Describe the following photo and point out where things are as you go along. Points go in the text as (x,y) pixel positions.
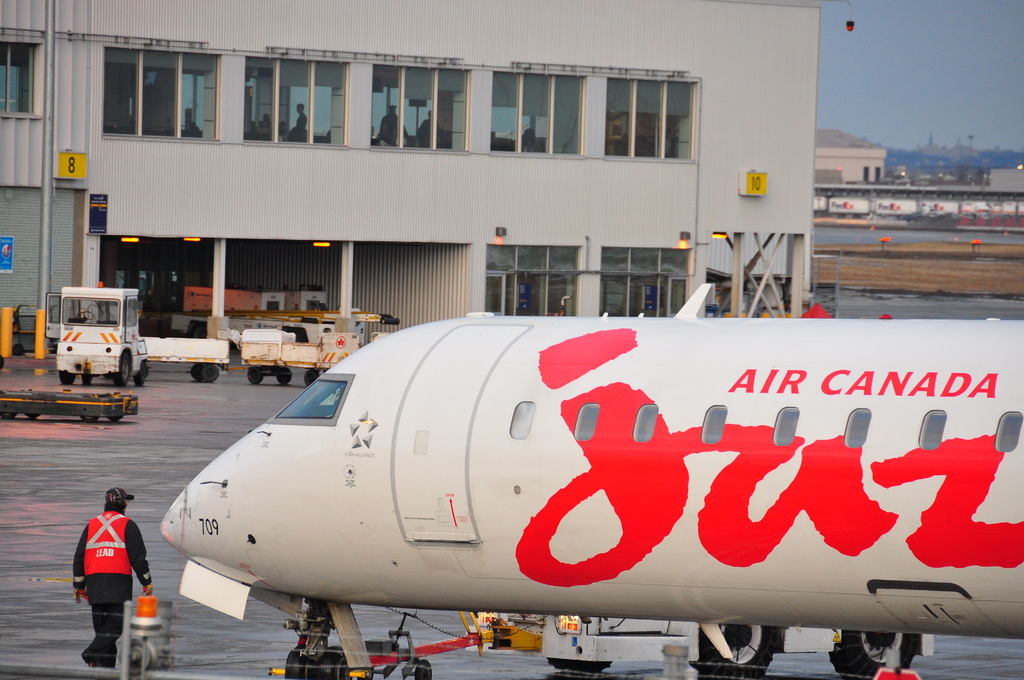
In this image in the foreground (871,431) there is a flight (641,408) and on which there is a text (636,482) and a person (88,652) walking on the road (142,464), in the middle (373,312) there are trucks (54,315), buildings (631,289), on the right side (904,192) there is a road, building (848,162), the sky (885,100) visible.
